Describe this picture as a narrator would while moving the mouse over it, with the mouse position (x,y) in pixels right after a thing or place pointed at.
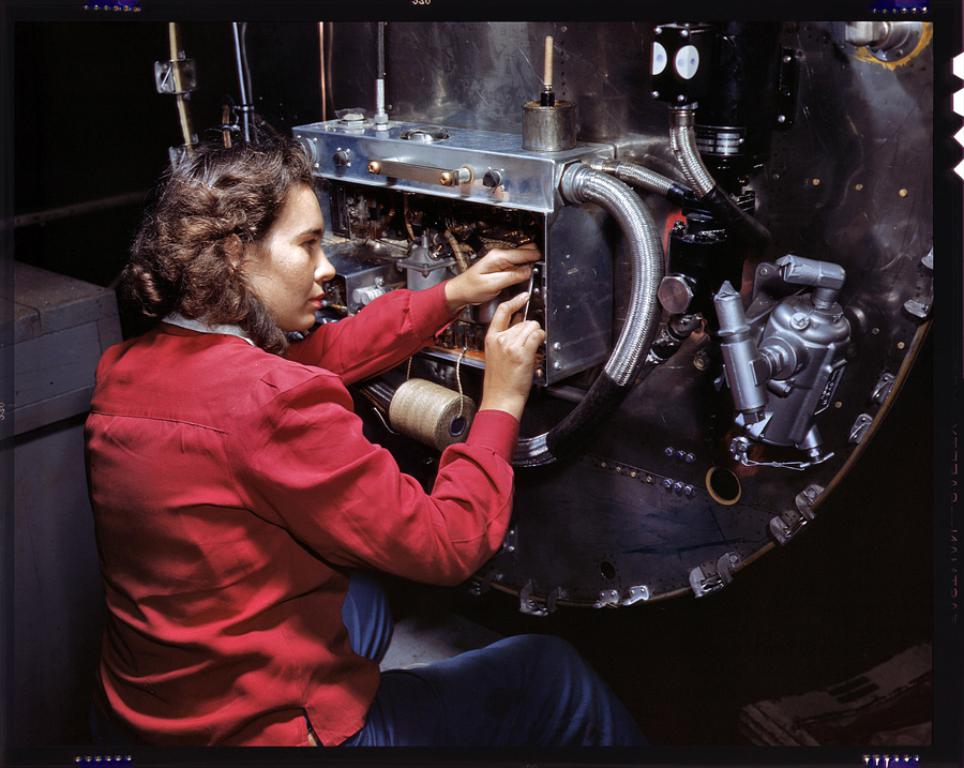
This image is taken indoors. On the left side of the image (43,370) there is a table (45,400) and a woman (257,589) is sitting on the stool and she is repairing a machine (568,311). In the middle of the image (613,412) there is a machine (774,423) with a motor (772,392), wires (651,271) and a few things (674,65).
